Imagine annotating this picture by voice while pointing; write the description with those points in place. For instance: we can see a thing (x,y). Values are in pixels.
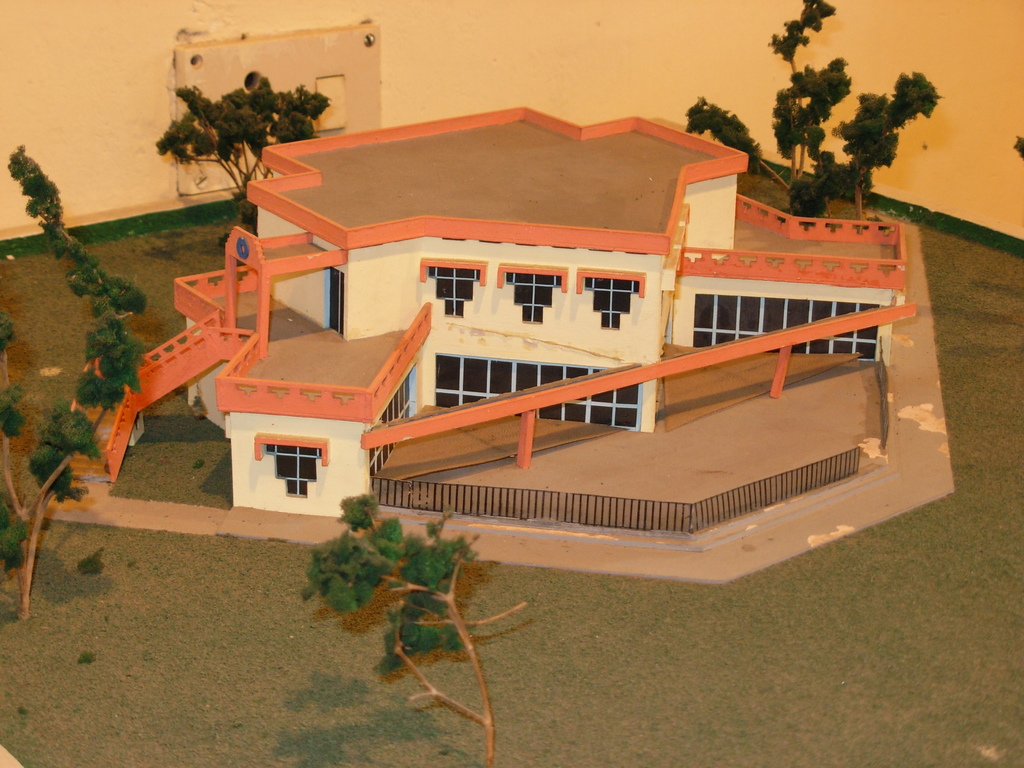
There is a model of a house (487,232) and trees (799,19) around it in the image.
